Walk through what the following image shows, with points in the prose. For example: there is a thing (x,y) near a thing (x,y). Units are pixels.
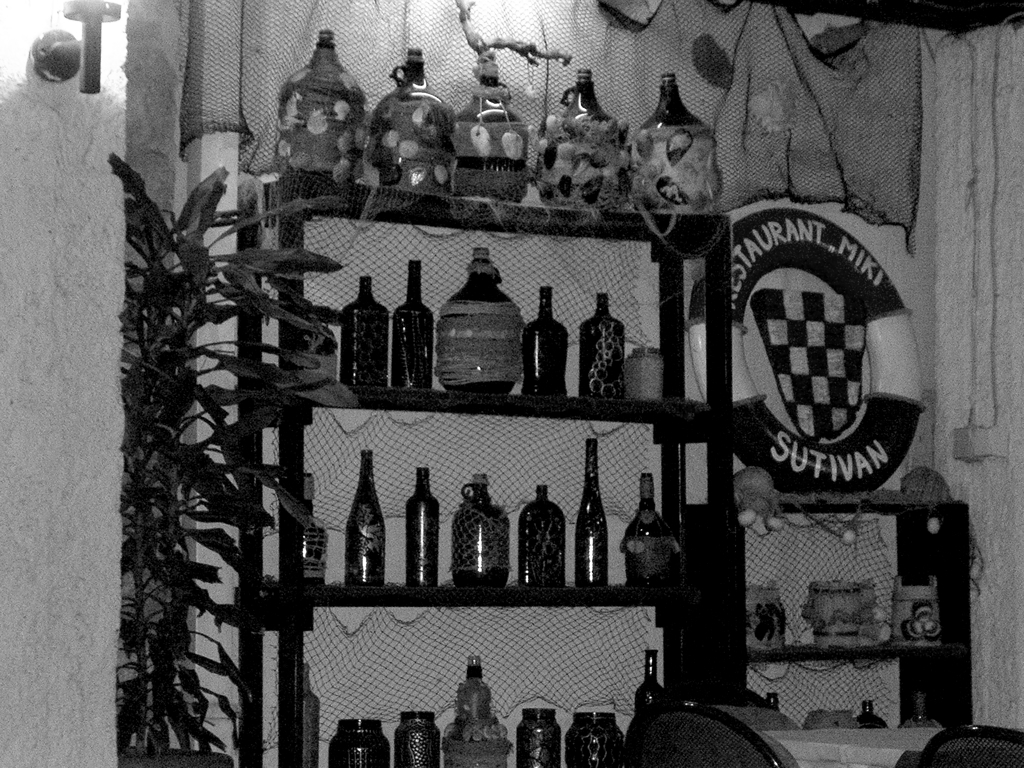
This is a black and white picture. I can see glass bottles (433,541) arranged in an order in the rack (458,212) and on the rack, there is a plant (199,729), a safety tube (802,230), there are chairs (680,729), table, there are some other items (875,620) in the another rack (891,646), and in the background (97,94) there is a light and a wall (80,114).
